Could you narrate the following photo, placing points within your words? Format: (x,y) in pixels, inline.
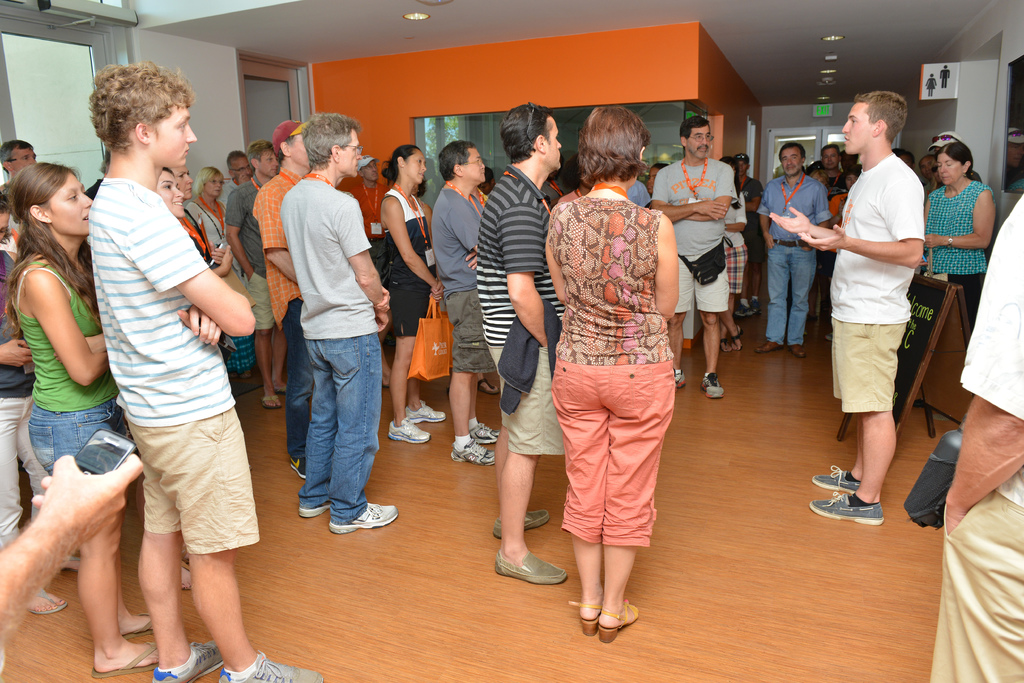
In this picture we can see a group of people (336,279) standing on the floor (83,682) and a man (867,250) in the white t shirt (863,233) is explaining something. Behind the people (665,429) there is an orange wall (497,73) and a white wall (940,105) and on the wall (970,102) there are boards (929,87) and at the top (836,42) there are ceiling lights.
